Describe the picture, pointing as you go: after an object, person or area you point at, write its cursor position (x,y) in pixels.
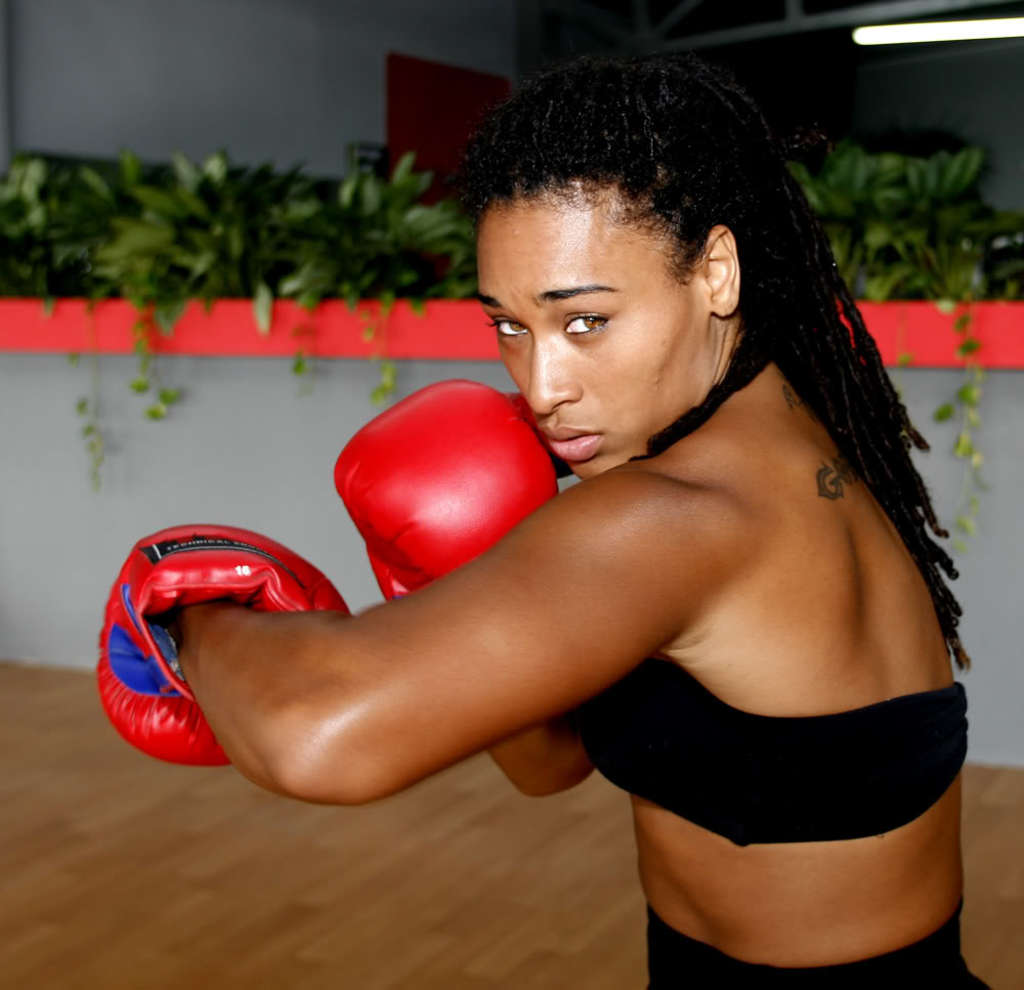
In this image we can see a woman (671,229) with long hair (769,296) is wearing boxing gloves (507,486) on her hands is standing on the floor (535,955). In the background (905,227), we can see group of plants (436,271), metal frame (675,15) and a light (909,34).
